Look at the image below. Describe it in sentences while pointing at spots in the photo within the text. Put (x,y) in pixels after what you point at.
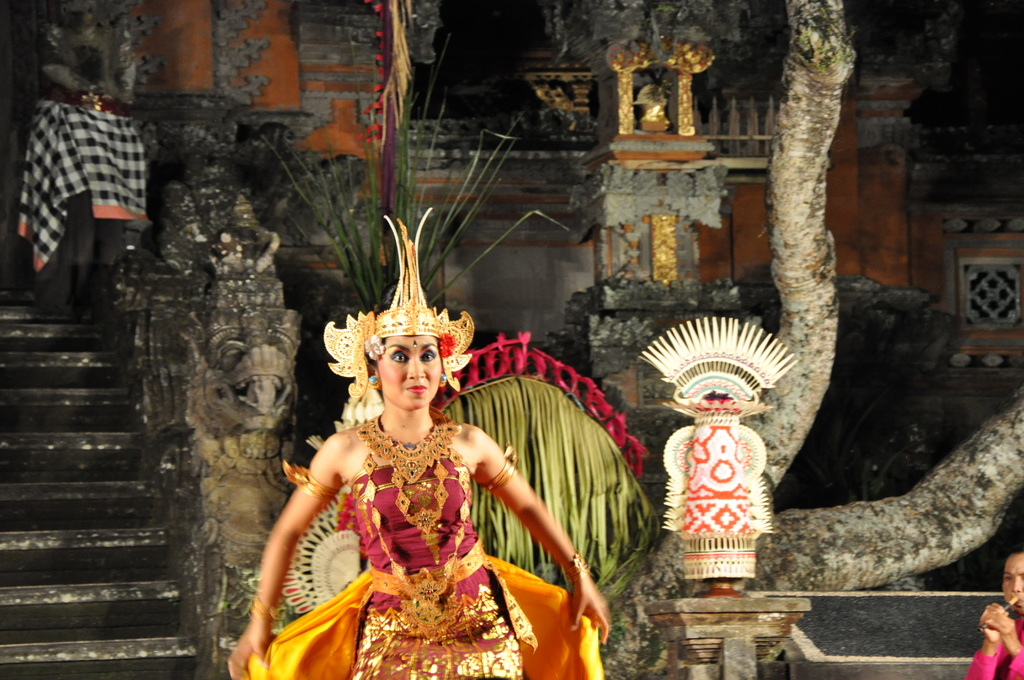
This picture seems to be clicked outside In the foreground (466,538) we can see a person (414,443) wearing a costume (430,541) and seems to be dancing. On the right corner (1009,632) we can see another person (1001,619) holding some object (1007,603). In the background (947,475) we can see the branches (831,334) of the tree (822,394) and we can see the green leaves (504,407), staircase (3,335), handrail (174,336), sculpture (242,378) of some object (260,394) and we can see a cloth (58,180) and many other objects (762,670).
